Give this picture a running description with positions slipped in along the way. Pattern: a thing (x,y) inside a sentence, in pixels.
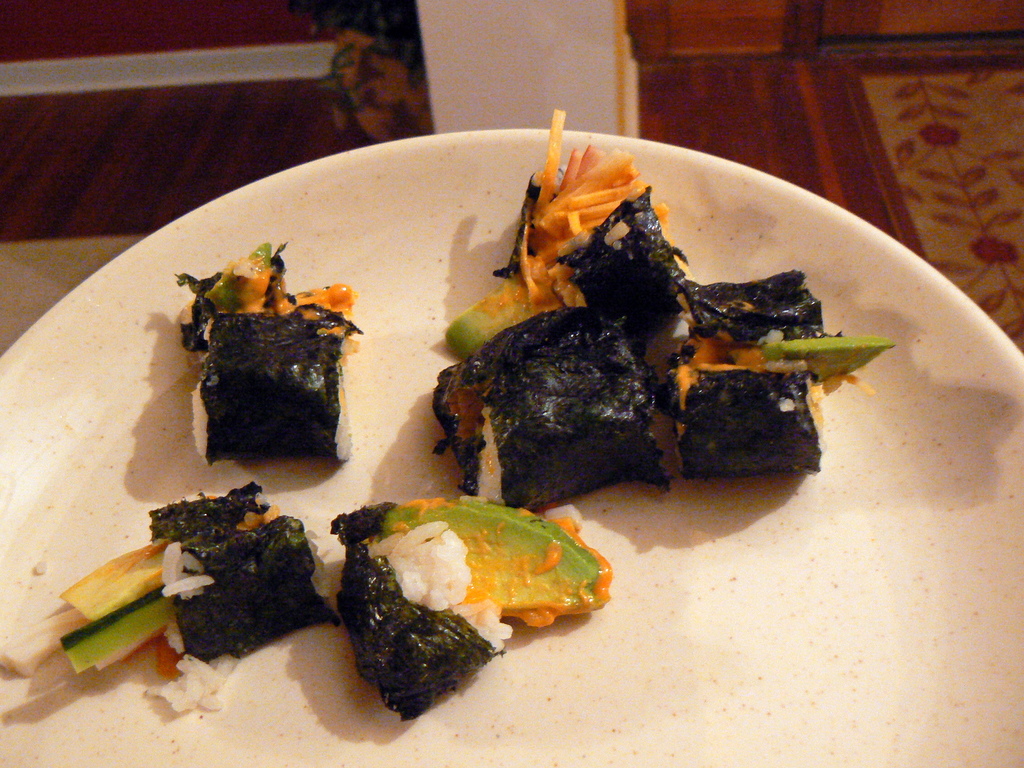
In this image I can see a white colour plate (15,537) and on it I can see food (450,676), I can see colour of the food (638,209) is orange, green and black. On the top of this image (407,109) I can see a plant (336,61) in a pot (362,100).
